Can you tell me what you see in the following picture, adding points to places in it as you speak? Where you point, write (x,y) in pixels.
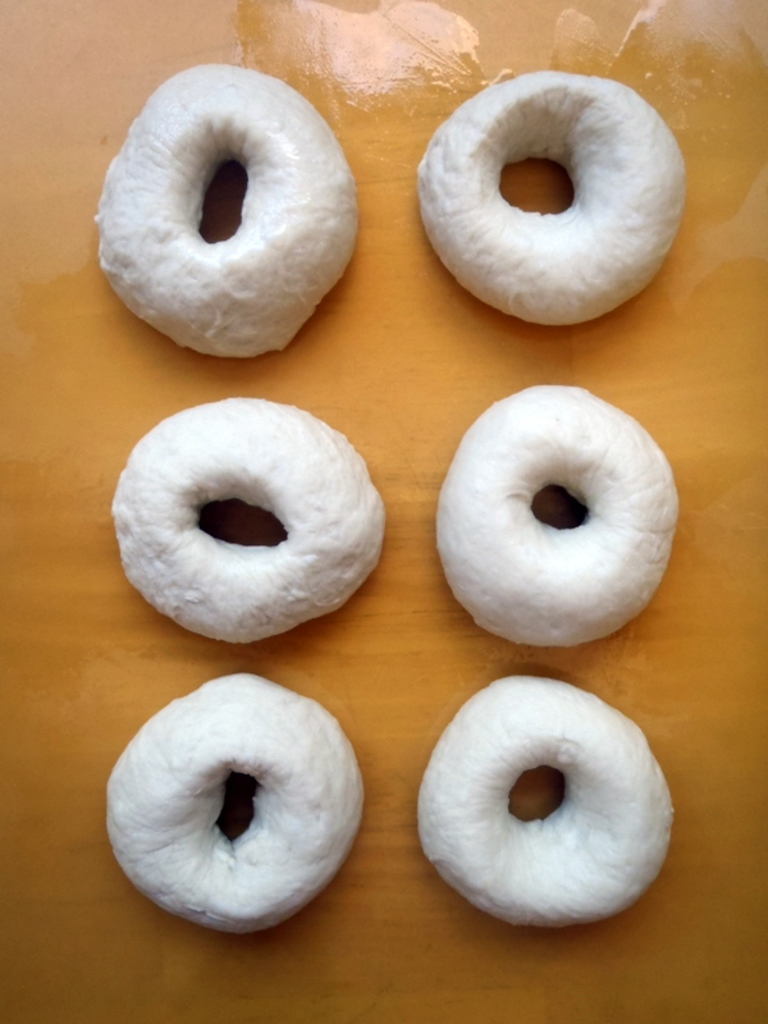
Here in this picture we can see some unbaked doughnuts (192,887) present on a table (442,424).
